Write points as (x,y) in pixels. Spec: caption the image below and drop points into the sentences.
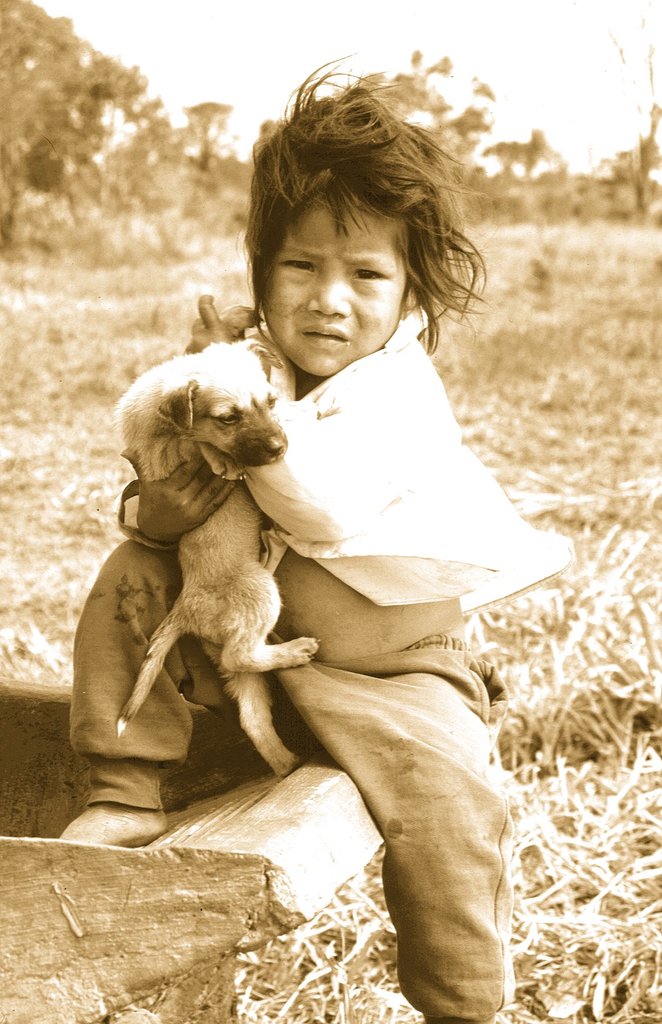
Here we can see a child (354,136) sitting, and holding the dog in their hands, and at back (12,104) there are trees (75,145), and here is the grass (580,802).
